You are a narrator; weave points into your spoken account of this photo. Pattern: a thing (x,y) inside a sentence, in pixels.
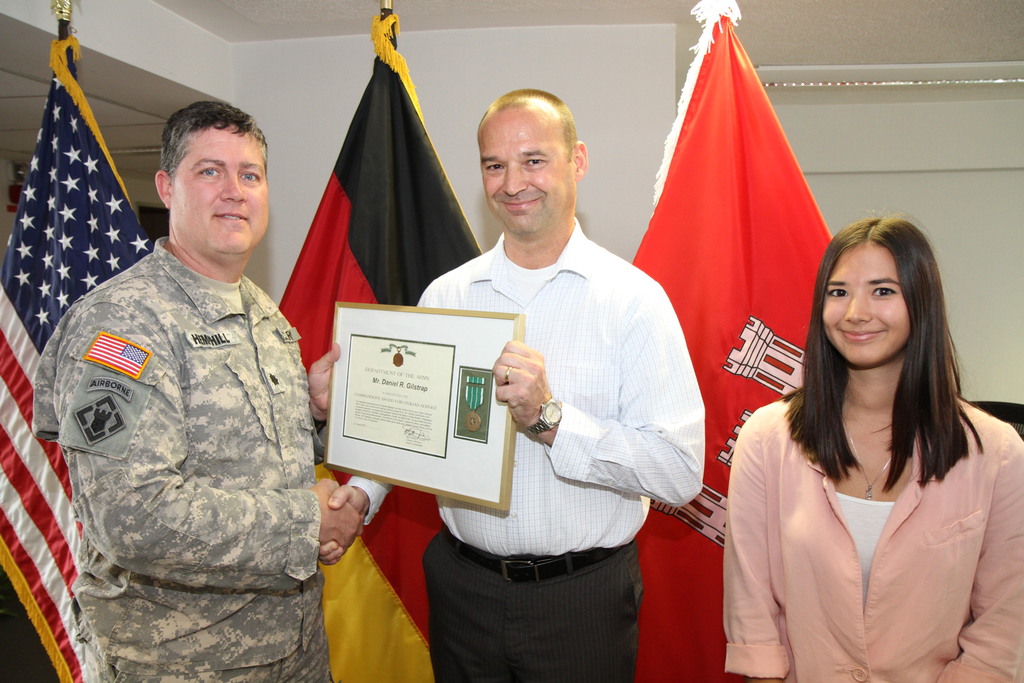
In this image I can see three people (869,461). One is woman (785,520), she is standing on the right side (903,582), wearing a shirt (787,491), smiling and giving pose for the picture. Two are men (551,324), they are shaking hands (358,508), holding a frame (386,365) in hands (320,387), smiling and giving pose for the picture. The man (218,344) who is standing on the left side (145,473) is wearing uniform (229,512) and another man (557,414) who is in the middle (561,390) is wearing a white color shirt (592,351). At the back of these people (242,377) I can see three flags (718,156). In the background (873,147) there is a wall (615,59).
